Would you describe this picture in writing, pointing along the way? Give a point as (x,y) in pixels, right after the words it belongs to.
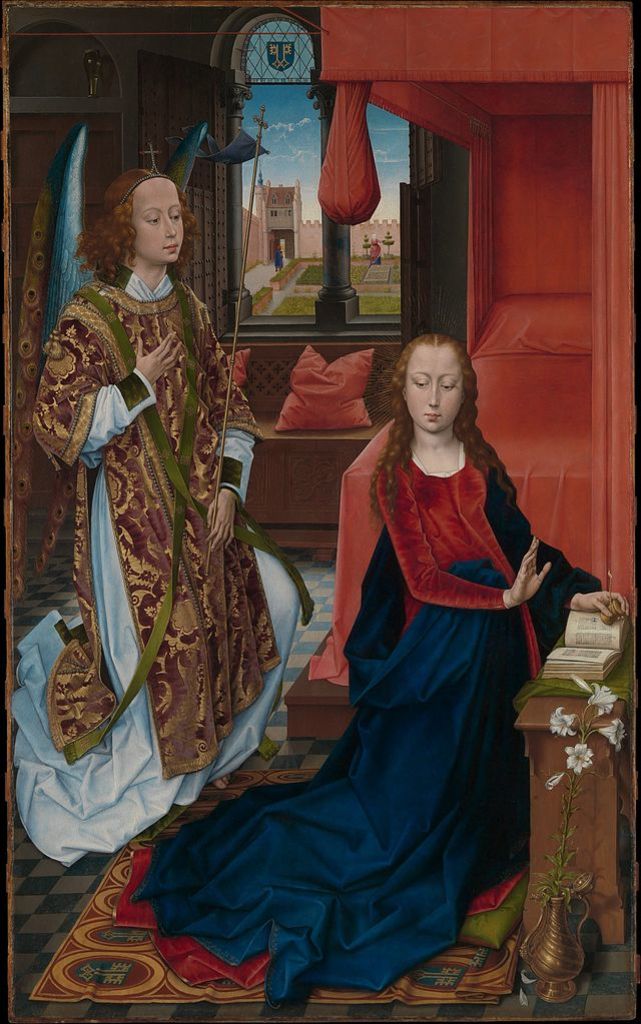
In this image, there is a picture (34,999) in that picture (428,979) at the right side (428,682) there is a girl (452,648) sitting and she is holding a book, at the left side (92,753) there is a person (119,504) standing and there is a bed (544,286), there is a window (307,174).
